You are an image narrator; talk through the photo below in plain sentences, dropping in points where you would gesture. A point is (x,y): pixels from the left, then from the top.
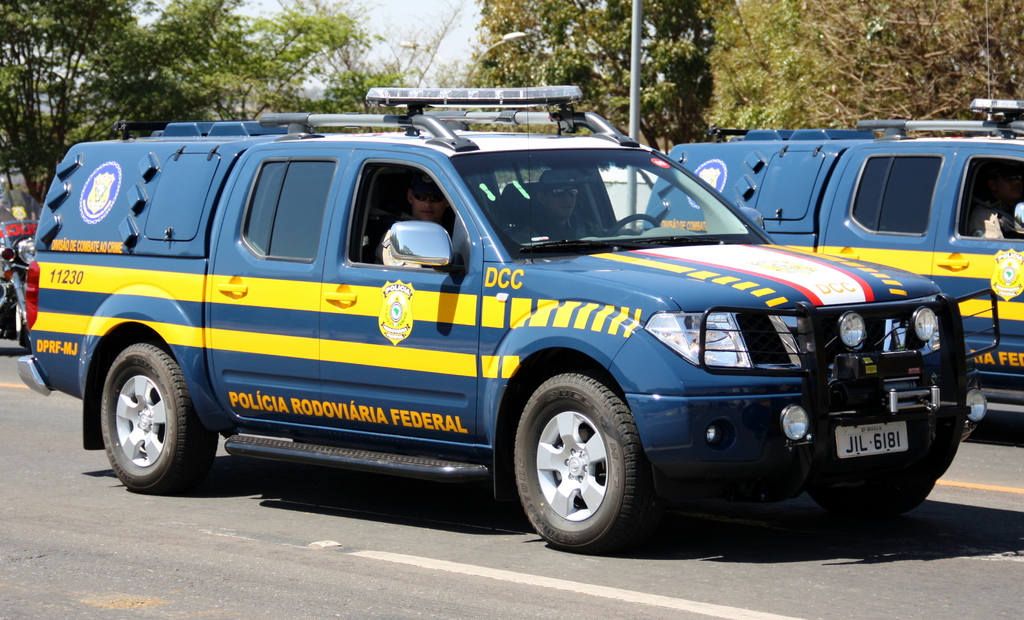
Here there are vehicles (434,283) on the road (368,580), here two persons (555,215) are sitting, here there are trees (755,63).
